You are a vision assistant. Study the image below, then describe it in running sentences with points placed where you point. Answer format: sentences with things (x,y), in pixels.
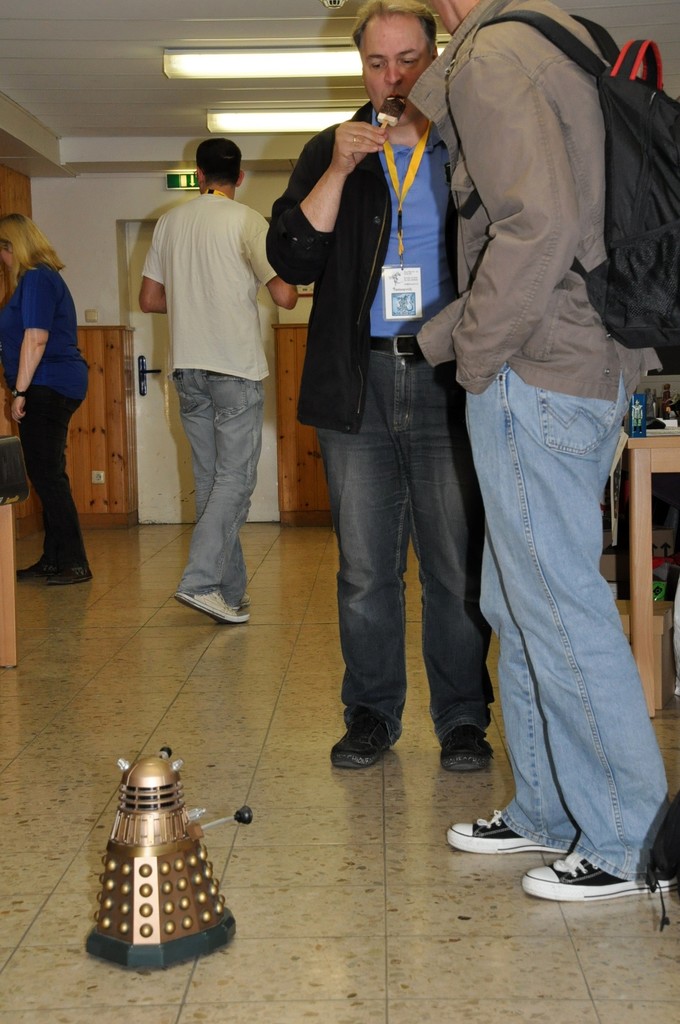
In this picture we can see four people (76,382) and a toy (150,920) on the floor (236,832) and a man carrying a bag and in the background (99,388) we can see the lights (271,58), wall (66,264), table (631,549) and some objects (633,399).
